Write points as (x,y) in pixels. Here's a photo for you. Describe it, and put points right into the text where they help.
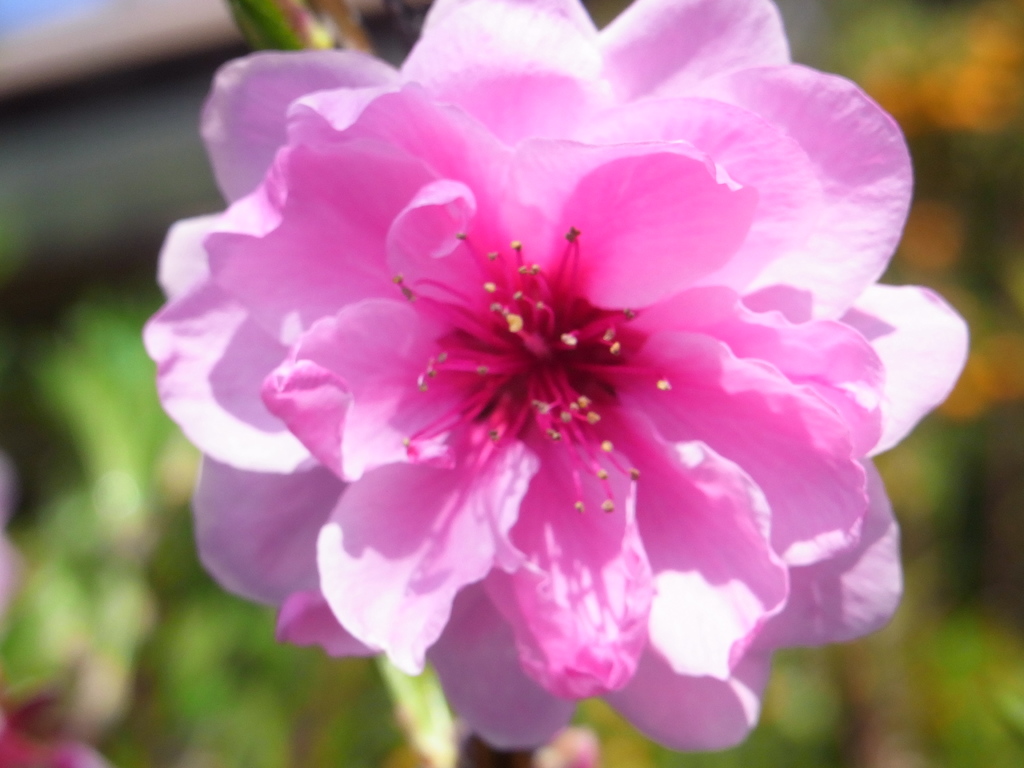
There is a pink color flower (561,379) of a plant (797,468). And the background (96,535) is blurred.
